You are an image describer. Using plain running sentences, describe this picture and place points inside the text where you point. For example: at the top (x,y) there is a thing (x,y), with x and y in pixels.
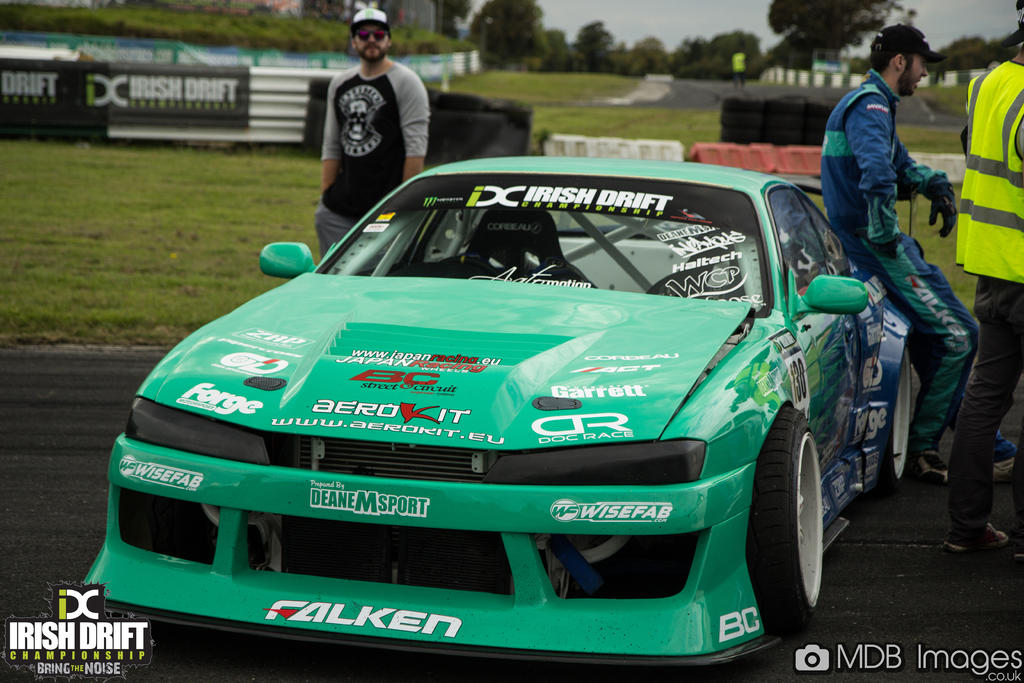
In this image there are people (1002,279), grass (496,80), trees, tyres (464,119), boards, roads (117,385) and objects (500,138). A vehicle (408,221) is on the road (536,672). Among them two people (388,94) wearing caps (888,37) and one person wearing a jacket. Something is written on the car (441,305) and boards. At the bottom of the image (79,660) there are watermarks (959,662).
